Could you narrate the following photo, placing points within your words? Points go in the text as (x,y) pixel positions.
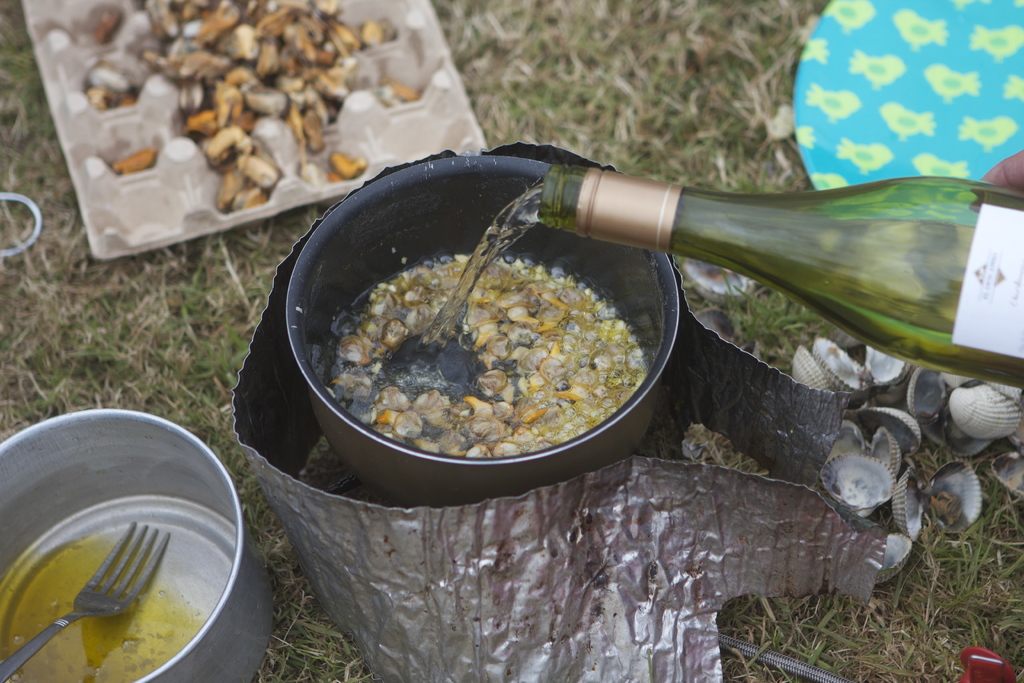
In the center of the image (548,403) we can see a vessel (646,411) containing food (620,365). On the left (143,616) there is a bowl (25,492) and a fork (103,604). On the right (699,222) there is a bottle (873,223) and we can see shells (929,415). There are plates (870,160) and trays (412,118). At the bottom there is grass (205,307).
